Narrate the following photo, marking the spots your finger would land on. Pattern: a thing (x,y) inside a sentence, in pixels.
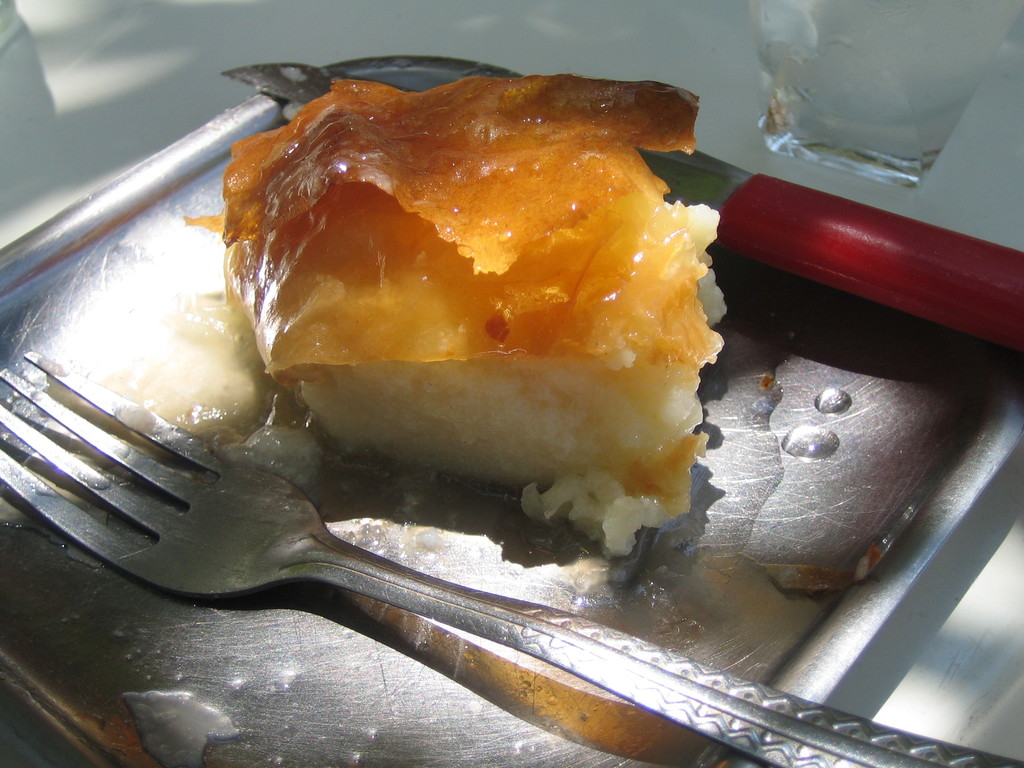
In this image we can see a food item (519,337) on the plate (374,465), also we can see fork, knife (848,237), and a glass (828,111).
